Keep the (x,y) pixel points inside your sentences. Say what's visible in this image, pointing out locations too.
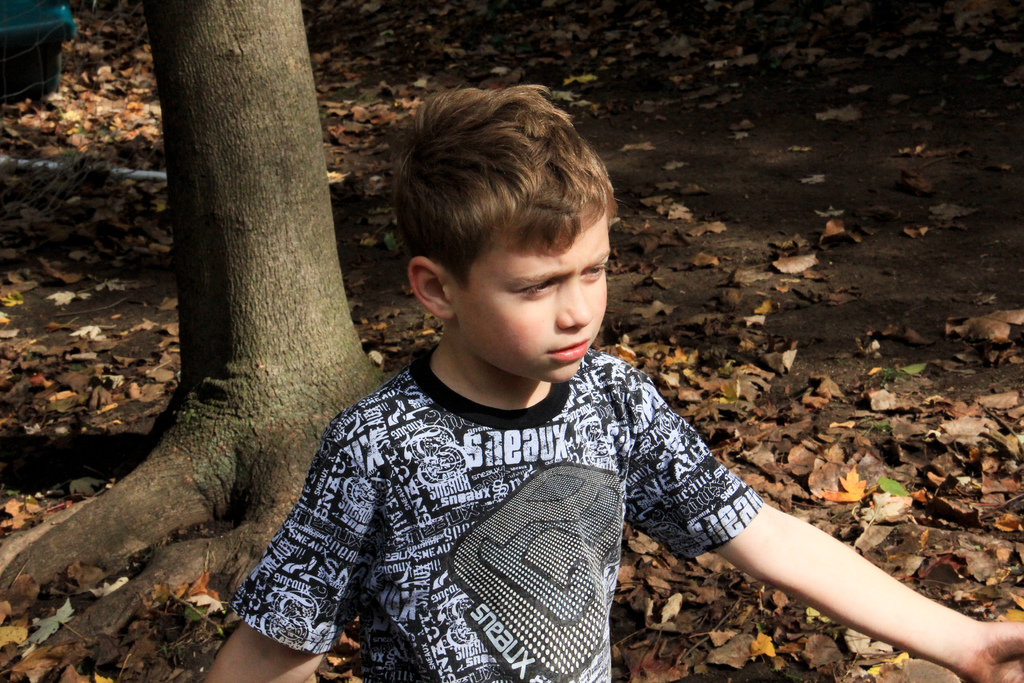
In this image, we can see some dry leaves (791,453) on the ground (839,277). There is a kid (662,433) at the bottom of the image (540,555) wearing clothes (494,498). There is a stem (336,311) on the left side of the image (336,311).
